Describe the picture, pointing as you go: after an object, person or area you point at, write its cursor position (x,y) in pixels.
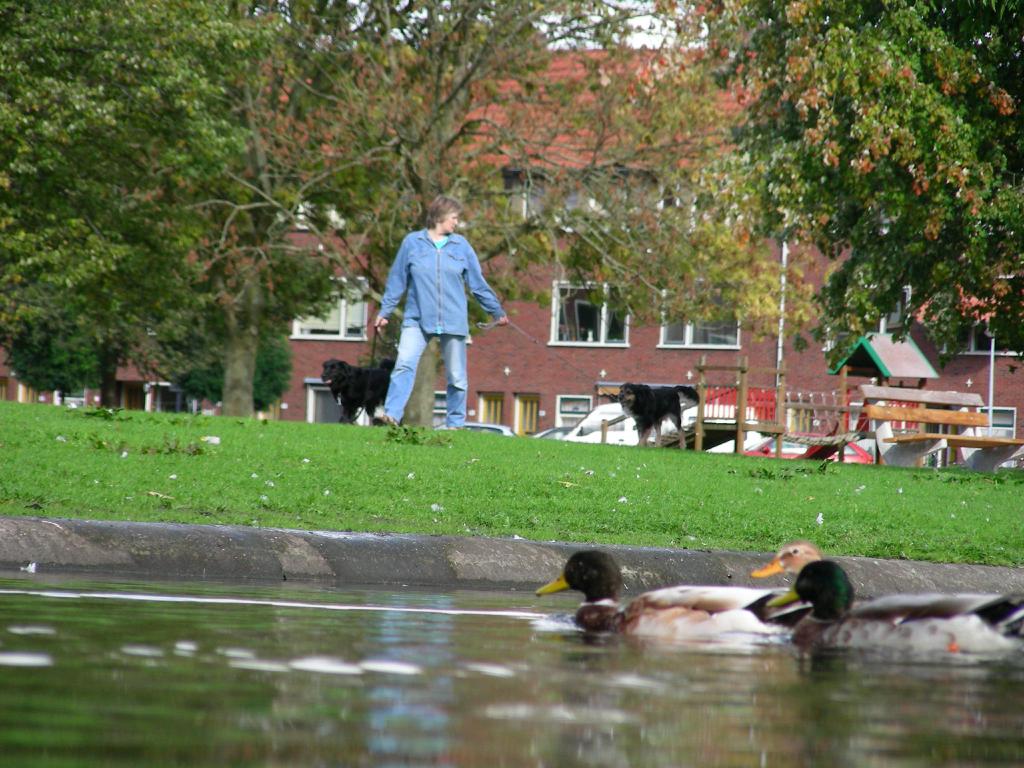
In this image, I can see a person (406,359) holding two dog belts (596,387) with dogs (343,409) and walking on the grass (213,430). On the right side of the image (923,452), I can see a wooden bench (911,445). In the background (250,332), there are trees (542,244), vehicles (590,425) and a building (611,322) with windows (611,322). At the bottom of the image (563,737), I can see three ducks (828,579) in the water (420,696).
